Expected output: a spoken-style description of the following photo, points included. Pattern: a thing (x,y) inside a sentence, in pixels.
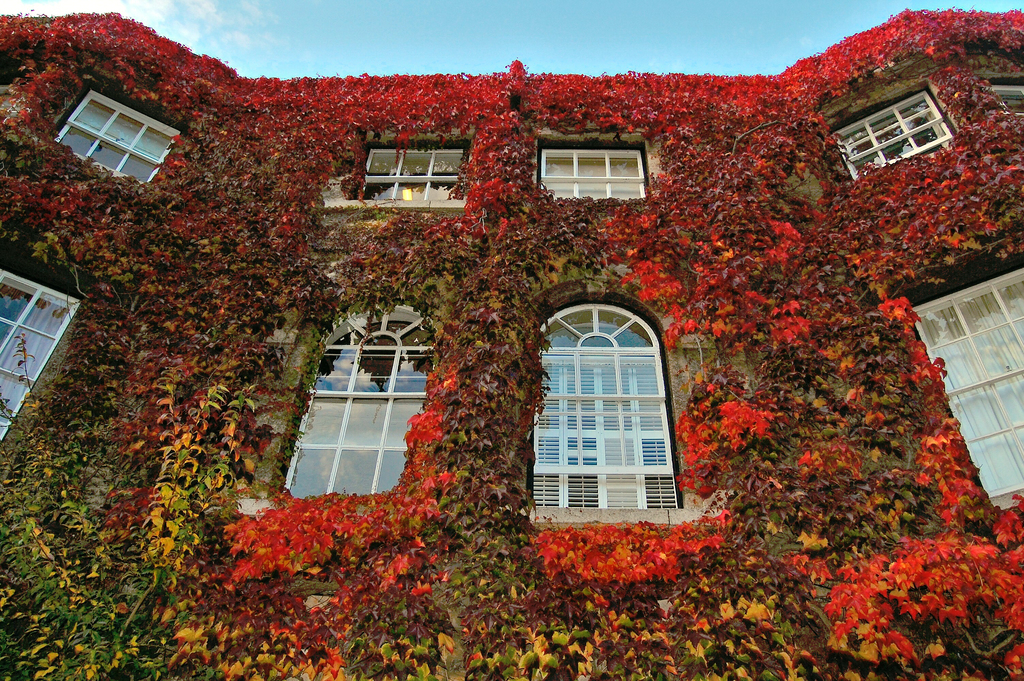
In this image we can see a building (311,421), on the building (382,428) we can see some creepers (505,233) and in the background (539,26) we can see the sky (668,24) with clouds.
